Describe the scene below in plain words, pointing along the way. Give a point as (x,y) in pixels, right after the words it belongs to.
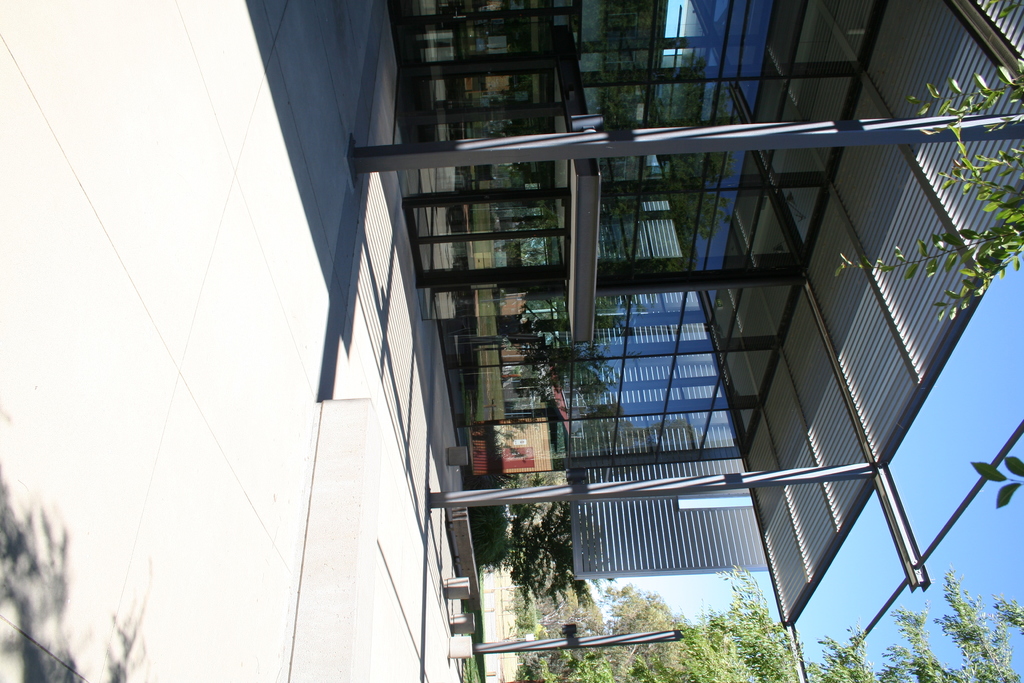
In the image in the center (416,304) we can see one glass building (684,239), roof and poles (843,141). In the background (929,489) we can see sky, trees (582,668), plant pots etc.
